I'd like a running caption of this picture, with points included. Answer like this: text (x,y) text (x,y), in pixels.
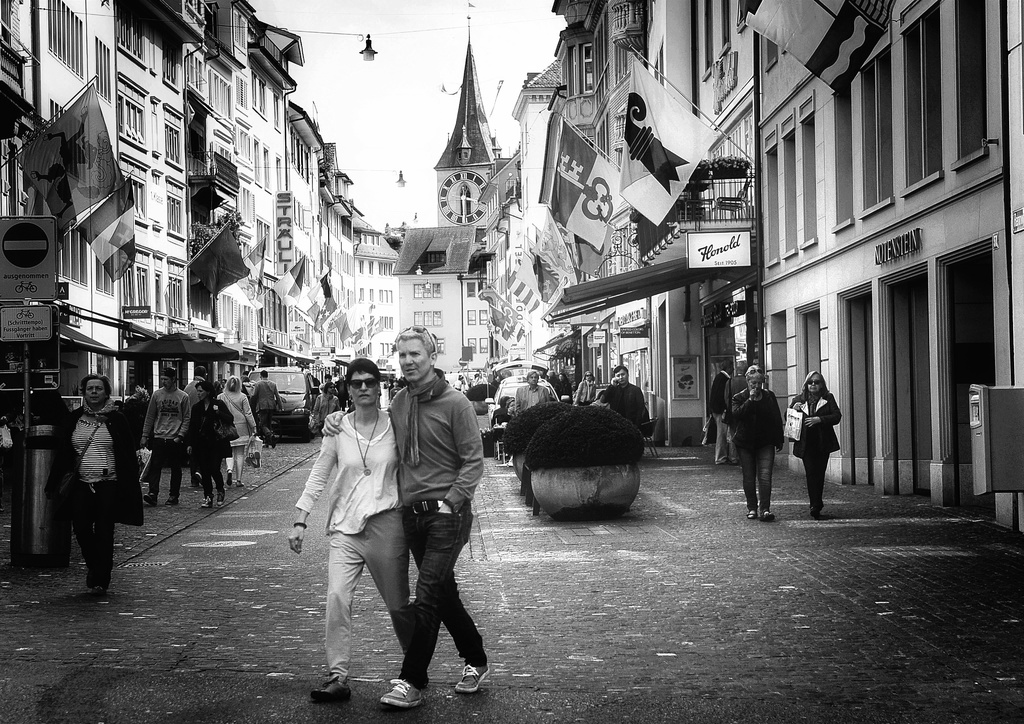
In the image we can see the black and white picture of the people (435,423) walking, they are wearing clothes (420,489) and some of them are wearing shoes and carrying bags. Here we can see the plant pots (624,476), road (572,546) and vehicles (285,372) on the road (724,595). We can even see the buildings (158,183), flags (655,136) and the sky (397,83).
